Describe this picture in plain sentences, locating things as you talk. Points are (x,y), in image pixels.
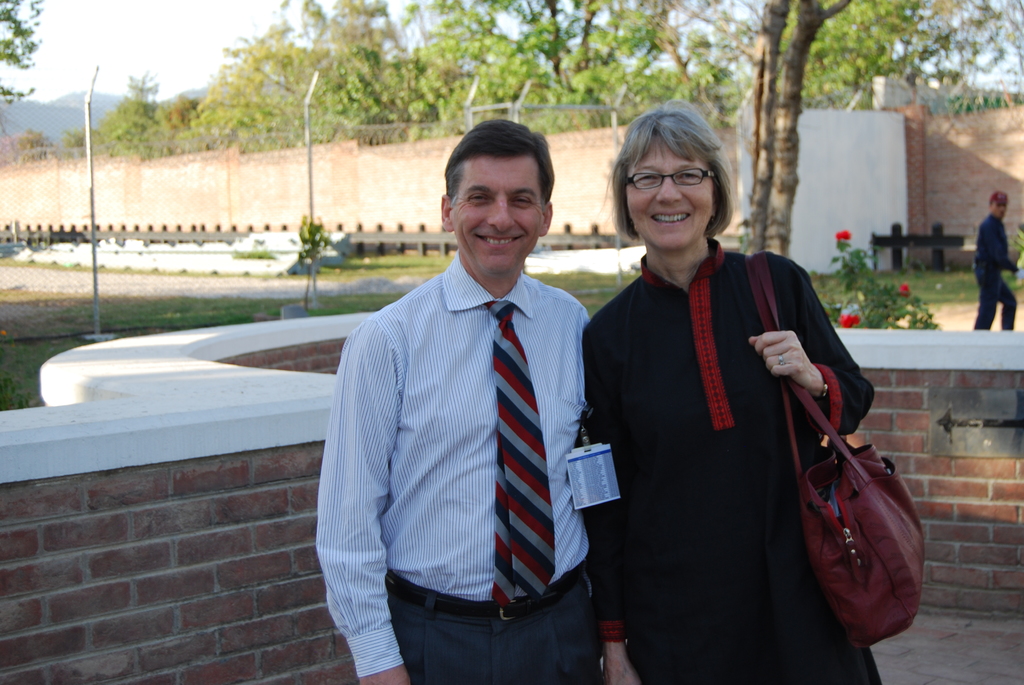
In this picture we can see group of people (645,359), in the middle of the image (590,350) we can see a man (506,207) and woman (672,198), they both are smiling and she wore a bag (790,439), in the background (788,219) we can see few trees (789,205), plants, metal rods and flowers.
